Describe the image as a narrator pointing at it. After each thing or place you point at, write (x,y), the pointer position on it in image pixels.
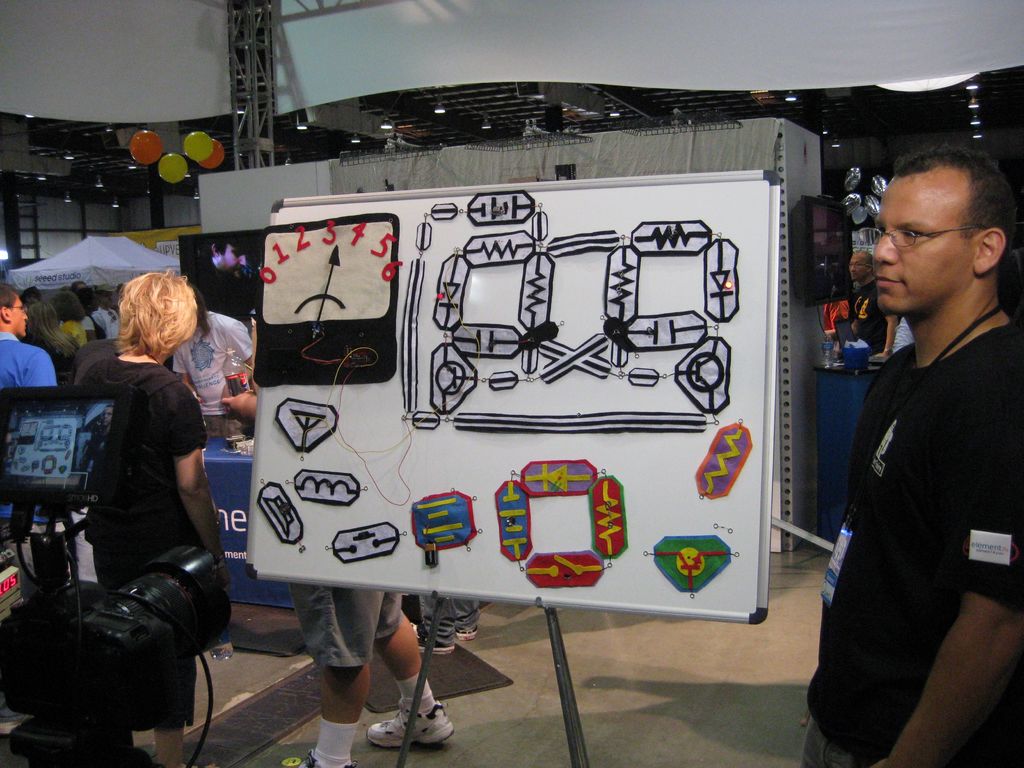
In this image I can see few people (305,628). I can see the camera (129,593), tent (96,258), screen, lights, poles (236,13), balloons (164,165) and few objects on the tables (211,447). In front (278,302) I can see few objects (613,319) are attached to the white color board (261,453).
